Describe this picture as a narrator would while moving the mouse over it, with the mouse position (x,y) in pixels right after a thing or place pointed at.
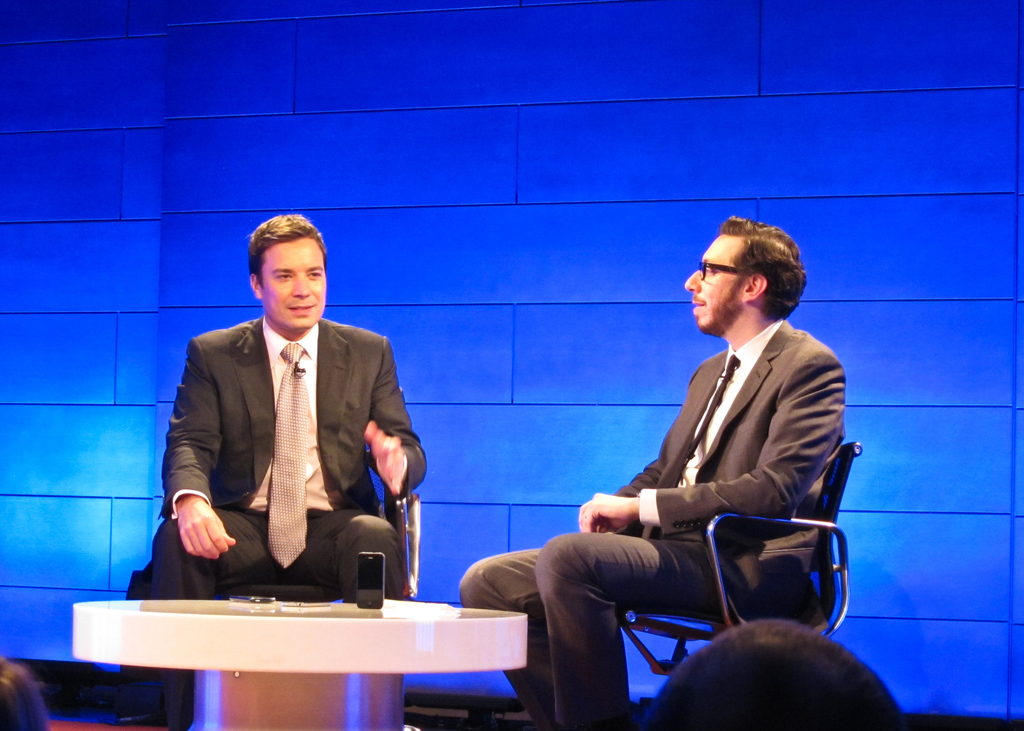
In this picture we can see two men (378,421) wore blazer (239,417), tie (290,379) and sitting on chairs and in front of them on table (470,640) we have mobile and in background (575,122) we can see wall (451,154) and in front of them we can see some persons (830,695).
